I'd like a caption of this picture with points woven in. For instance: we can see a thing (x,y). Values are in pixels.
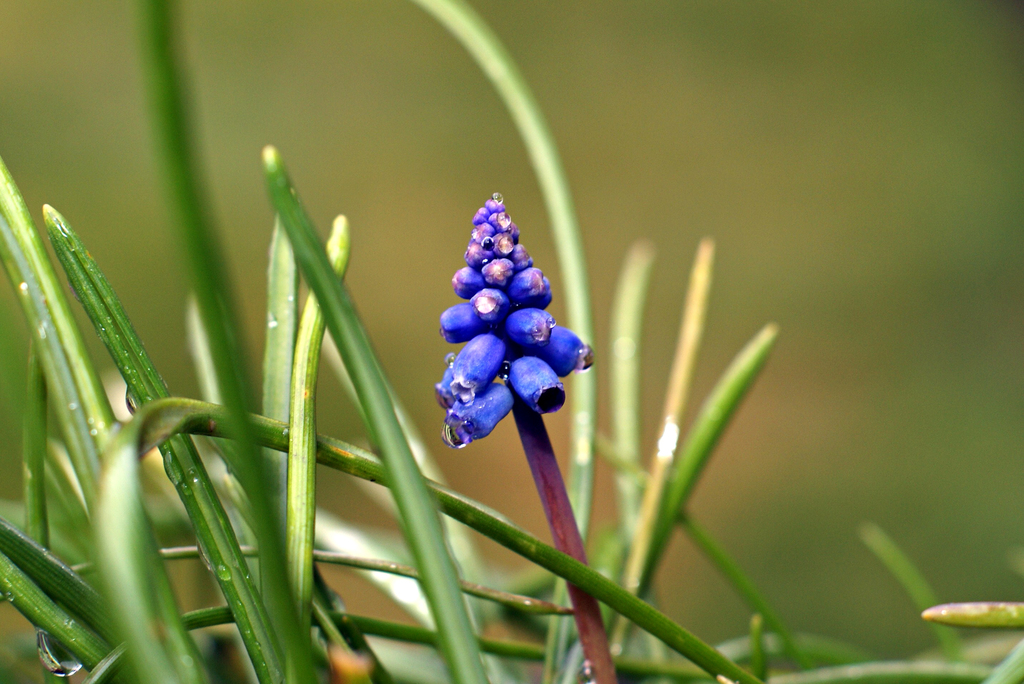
In this image, we can see a plant (401,479) on the blur background.
